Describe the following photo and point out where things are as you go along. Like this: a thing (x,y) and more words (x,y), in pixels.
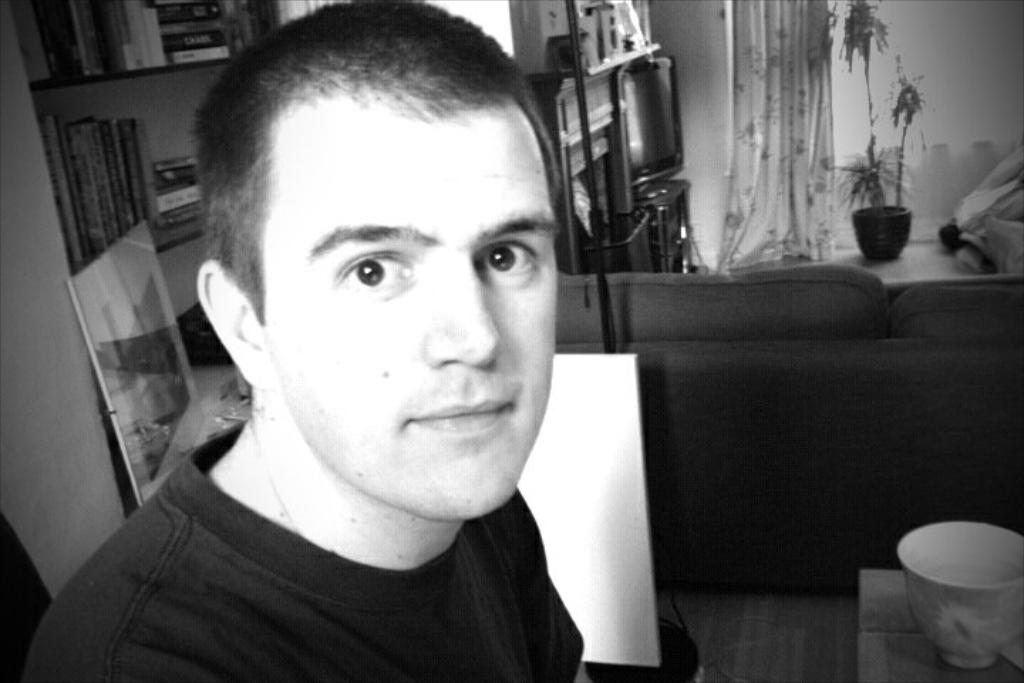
In this picture there is a man (319,320) on the left side of the image (295,44) and there is a television (668,98), rack (602,128), sofa (693,293) and a plant pot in the background area of the image (1005,470) and there is a book shelf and curtain (799,32) in the image.
